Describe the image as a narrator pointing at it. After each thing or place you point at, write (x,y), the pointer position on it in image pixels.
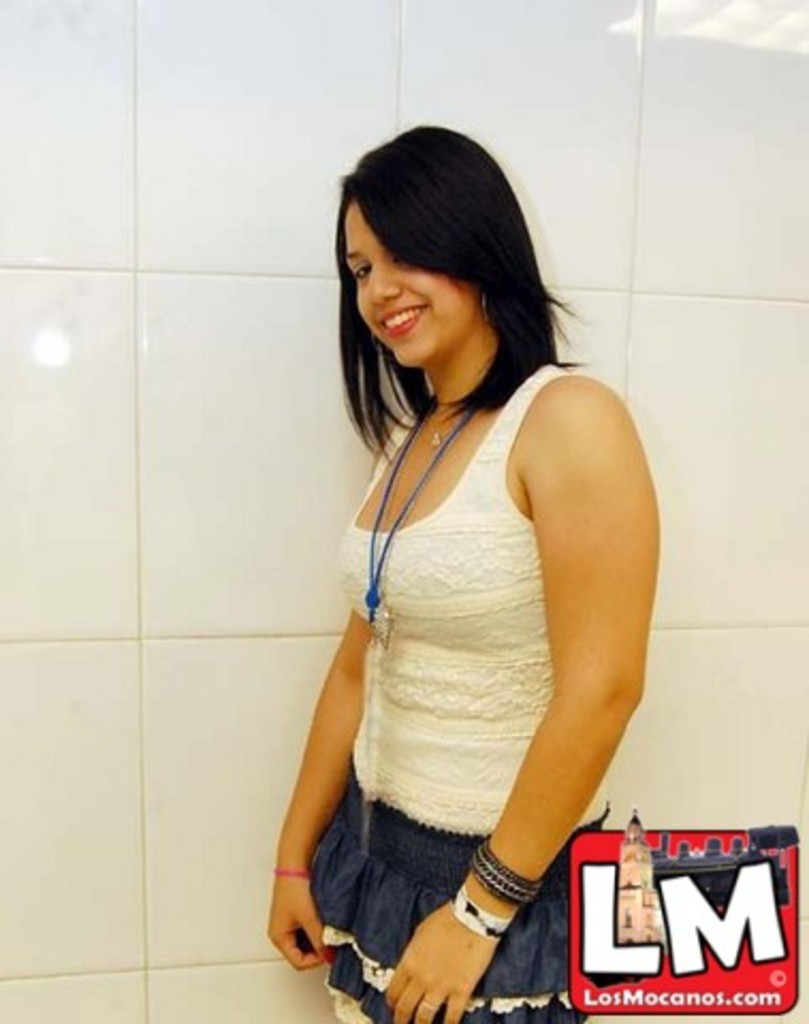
In this image I can see the person (481,614) is smiling and wearing white and blue color dress (417,527). Background (39,628) is in white color.
